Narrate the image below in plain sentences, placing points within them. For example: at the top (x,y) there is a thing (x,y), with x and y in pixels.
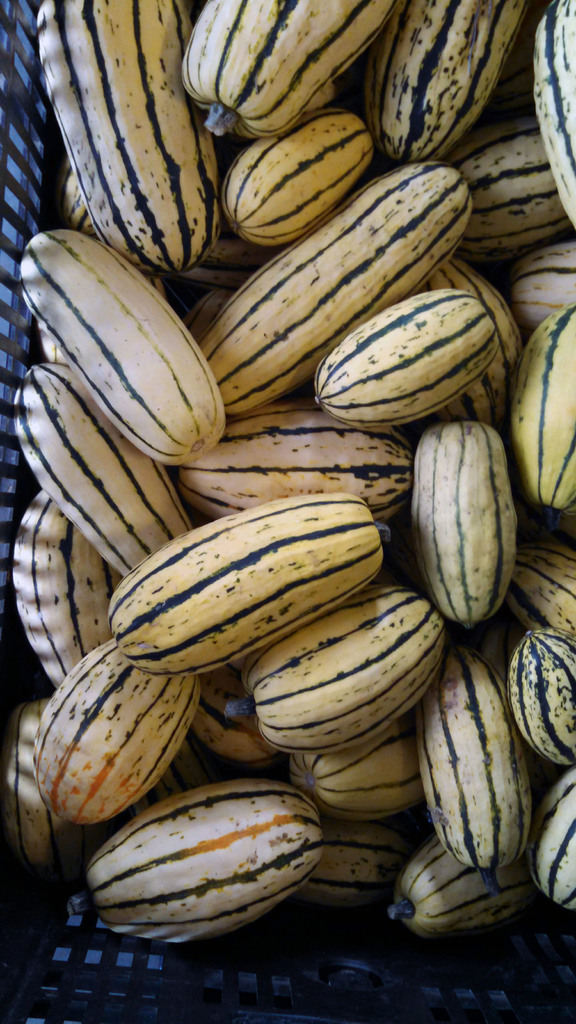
In this picture we can see fruits (239,401).
